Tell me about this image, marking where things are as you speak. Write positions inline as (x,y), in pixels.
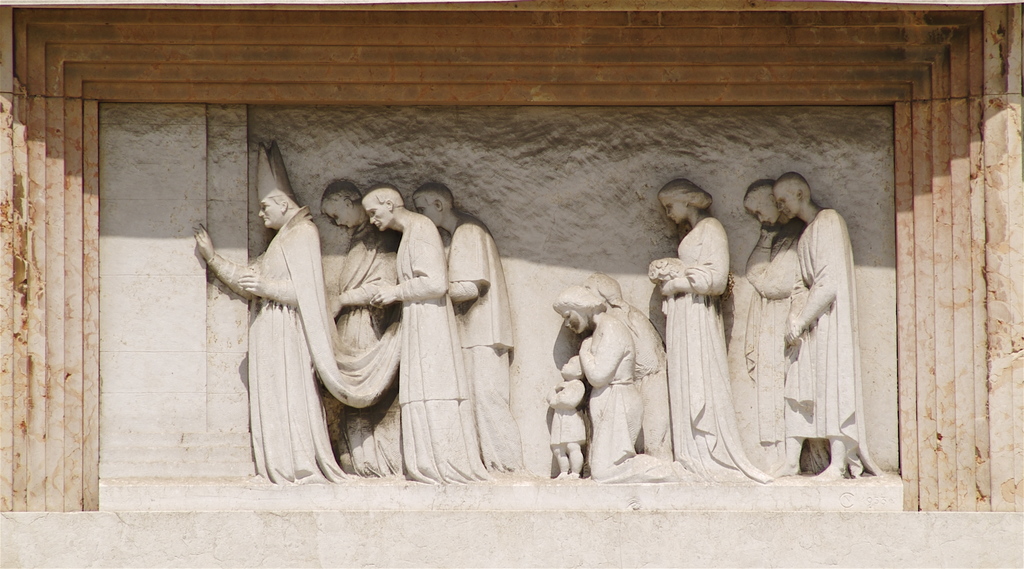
In the center of the image (384,218) we can see sculptures (689,440) on the wall (187,294). At the bottom of the image (246,512) there is wall (200,561).
